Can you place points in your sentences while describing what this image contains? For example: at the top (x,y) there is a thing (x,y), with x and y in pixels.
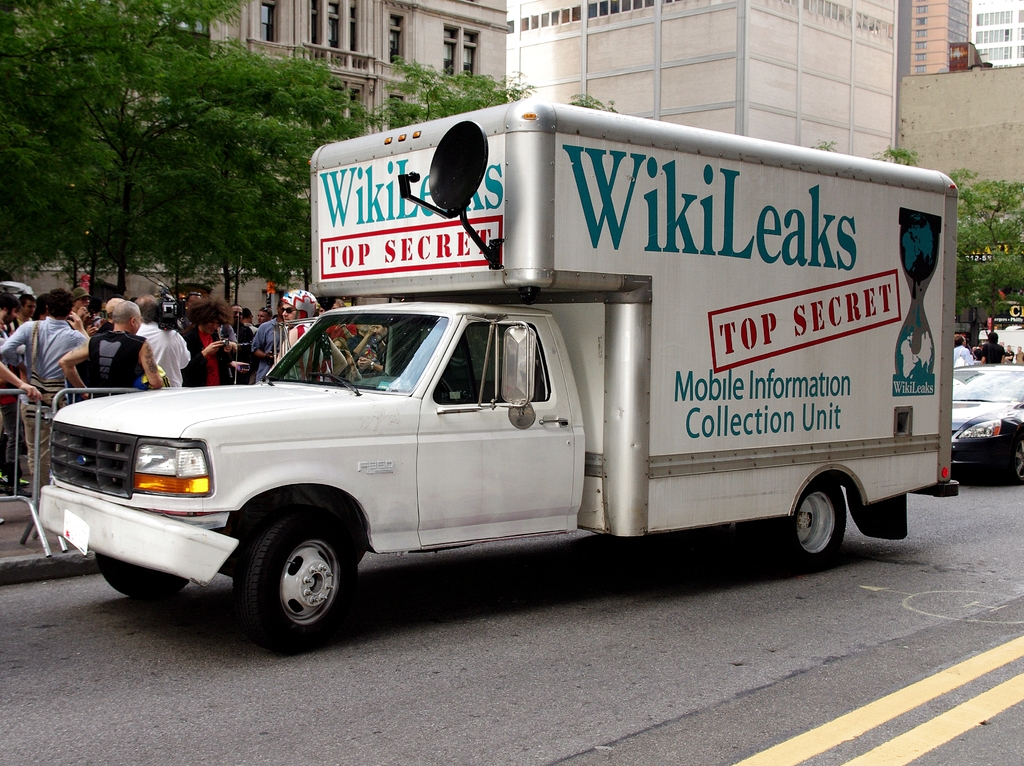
We can see vehicles (221,424) on the road (804,743) and fence (40,415). There are people (66,328). In the background (970,141) we can see buildings (835,47) and trees (173,137).
